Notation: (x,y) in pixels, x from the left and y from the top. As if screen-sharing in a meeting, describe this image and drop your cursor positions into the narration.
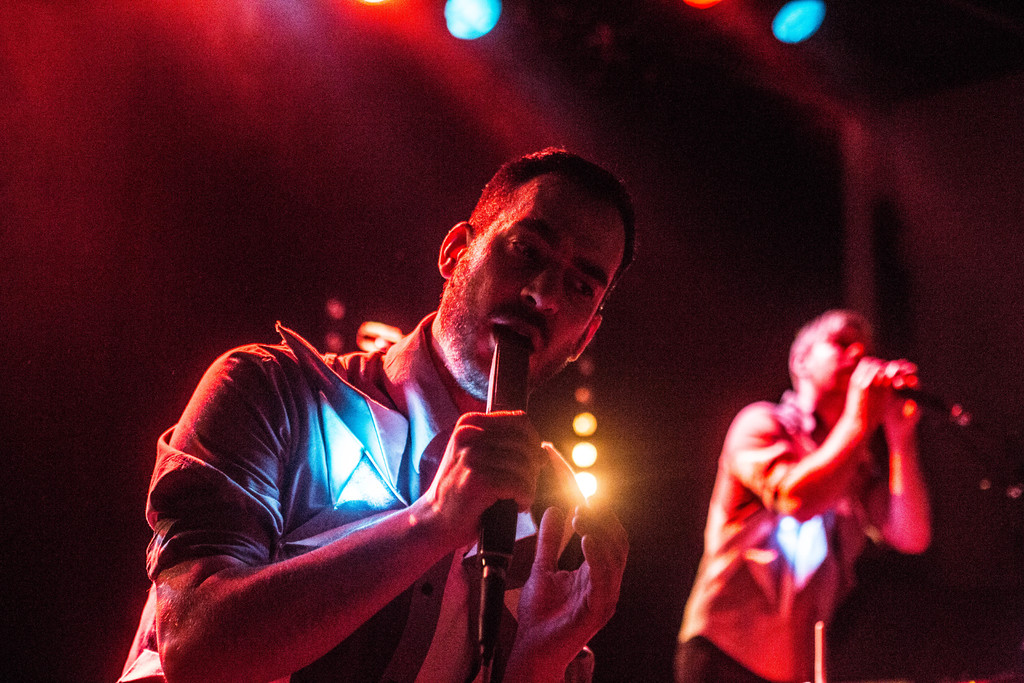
In this image, In the middle (388,374) there is a man (247,501) standing and he is holding a microphone (502,559) he is singing in the microphone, In the right side (780,559) there is a man (798,505) standing and singing in the microphone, In the background (587,489) in the top (789,42) there are some lights (819,11) in blue color and in the middle (586,445) there are some yellow color lights (583,467).
